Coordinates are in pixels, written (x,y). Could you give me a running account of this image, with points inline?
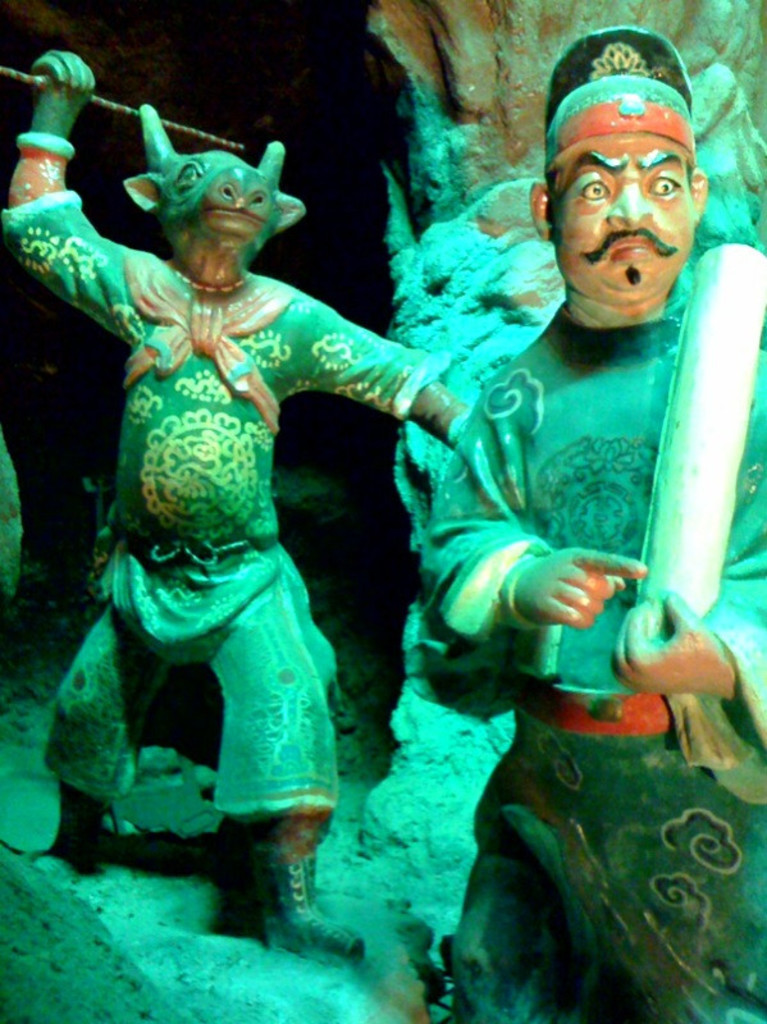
In this picture we can see statues (288,827) and in the background (229,60) it is dark.
